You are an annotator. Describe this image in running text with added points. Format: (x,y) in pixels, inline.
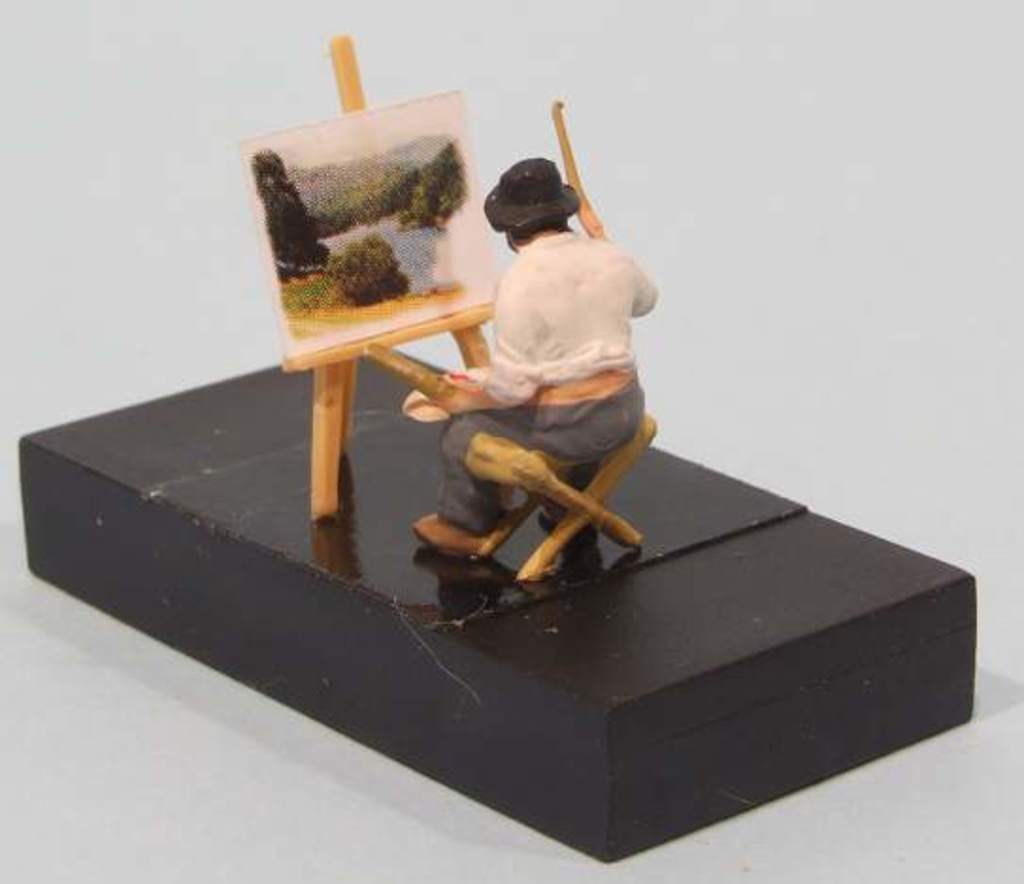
In this image I can see the miniature (549,437) of the person (516,354) and the board (354,211) on the black color object (409,551). I can see the white background (818,190).
